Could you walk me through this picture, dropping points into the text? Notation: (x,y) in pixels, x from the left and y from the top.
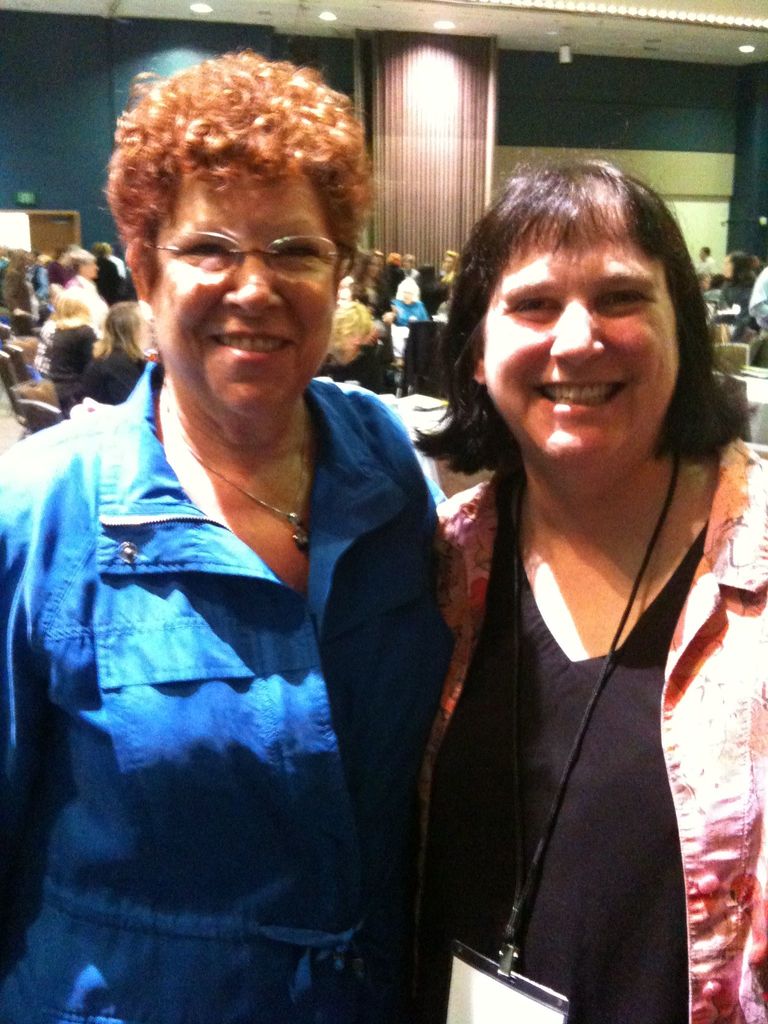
In the middle of the picture (303,624) we can see two women (356,799) and they are smiling. In the background (48,169) we can see people (724,263), board (0,216), wall (100,157), ceiling (373,25), and lights (741,15).
